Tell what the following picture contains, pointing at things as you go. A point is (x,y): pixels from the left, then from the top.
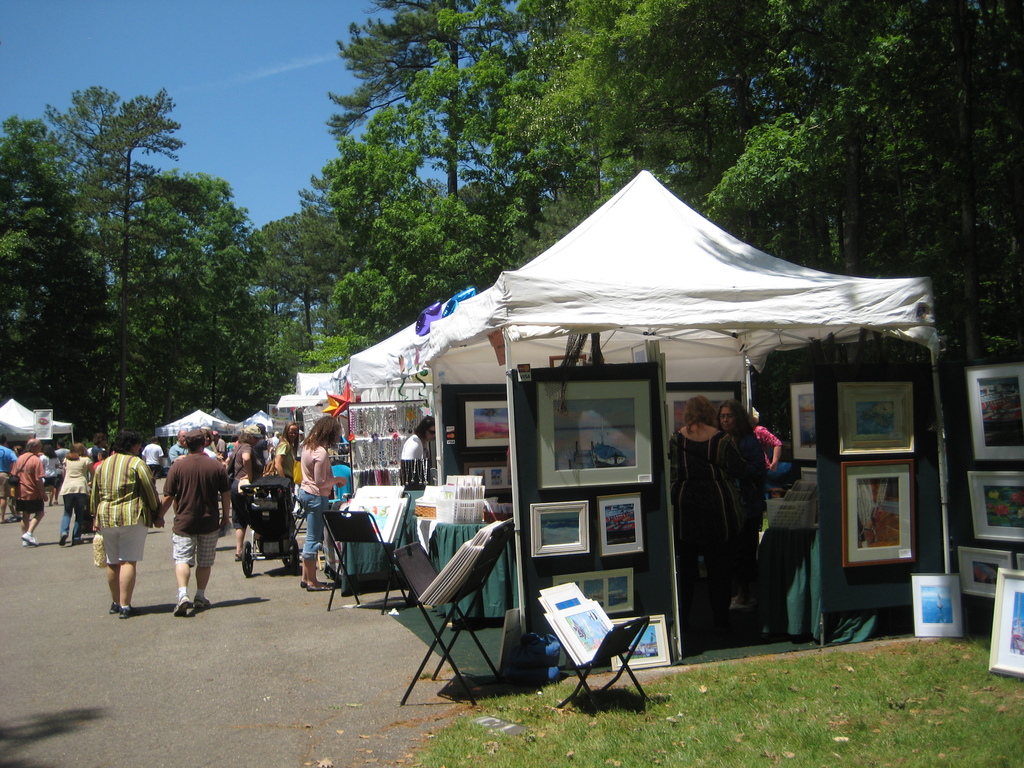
In this image I can see there are few stalls (773,331) placed on the right side (711,398) and there are few photo frames (581,480), jewelry (377,460) and a few other stalls (380,394), there are people (111,589) walking on the left side (153,501) and in the background (113,314) there are trees (144,228) and the sky (253,97) is clear.
